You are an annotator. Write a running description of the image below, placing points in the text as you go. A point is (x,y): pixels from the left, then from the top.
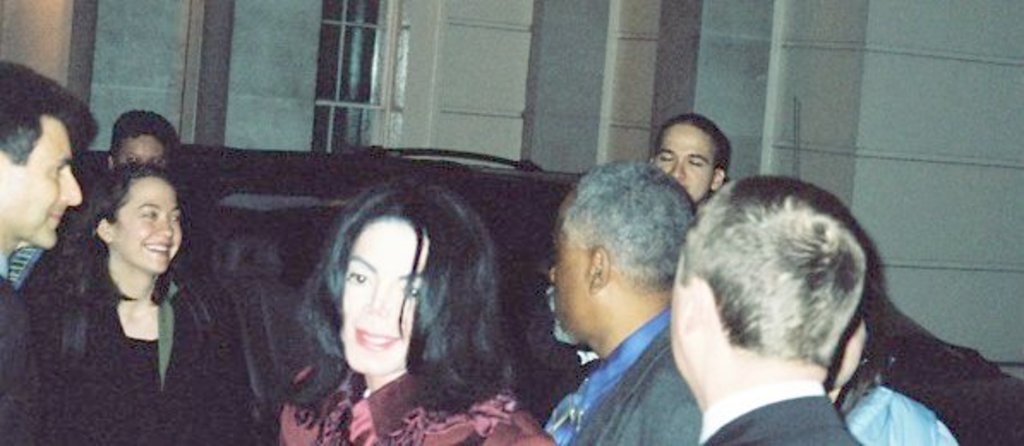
In the image there are few men (3,242) and women (463,431) standing in the front (665,268) with a car (337,187) behind them and over the background (631,70) there is a building (644,61).
